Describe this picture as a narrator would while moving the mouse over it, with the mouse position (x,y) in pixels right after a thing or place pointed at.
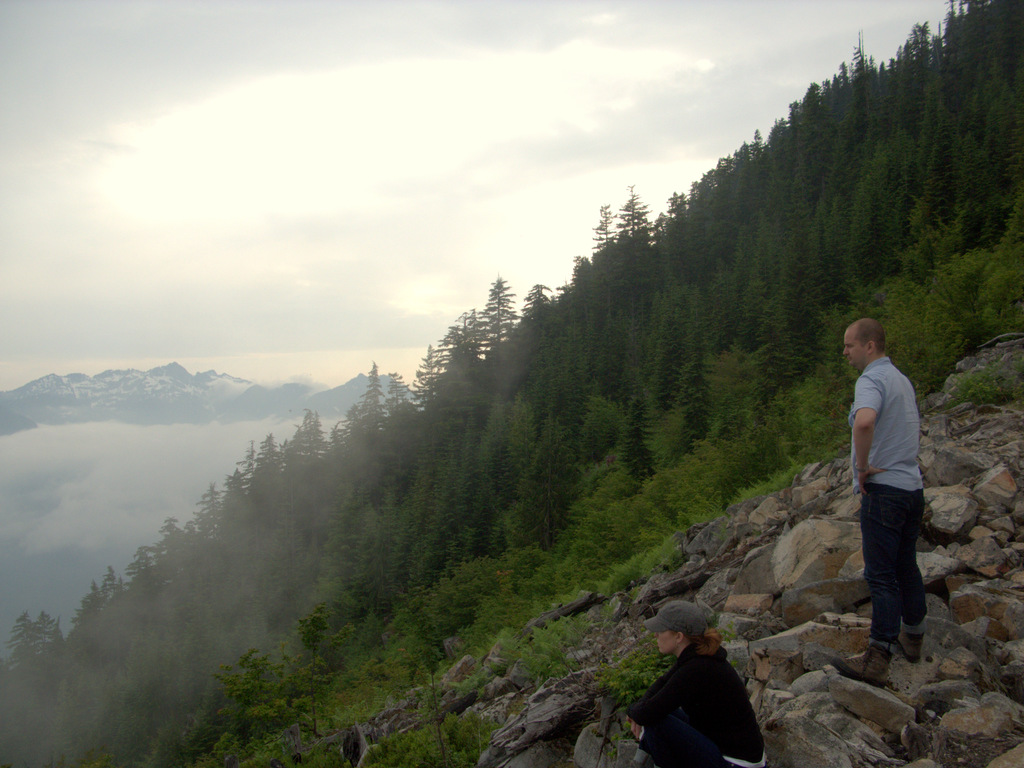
In the center of the image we can see a man (885,597) standing on the hill (748,595). At the bottom (719,764) there is a lady (696,705) sitting on the rocks (615,727). In the background (492,409) there are hills (234,409) and sky (379,229).
